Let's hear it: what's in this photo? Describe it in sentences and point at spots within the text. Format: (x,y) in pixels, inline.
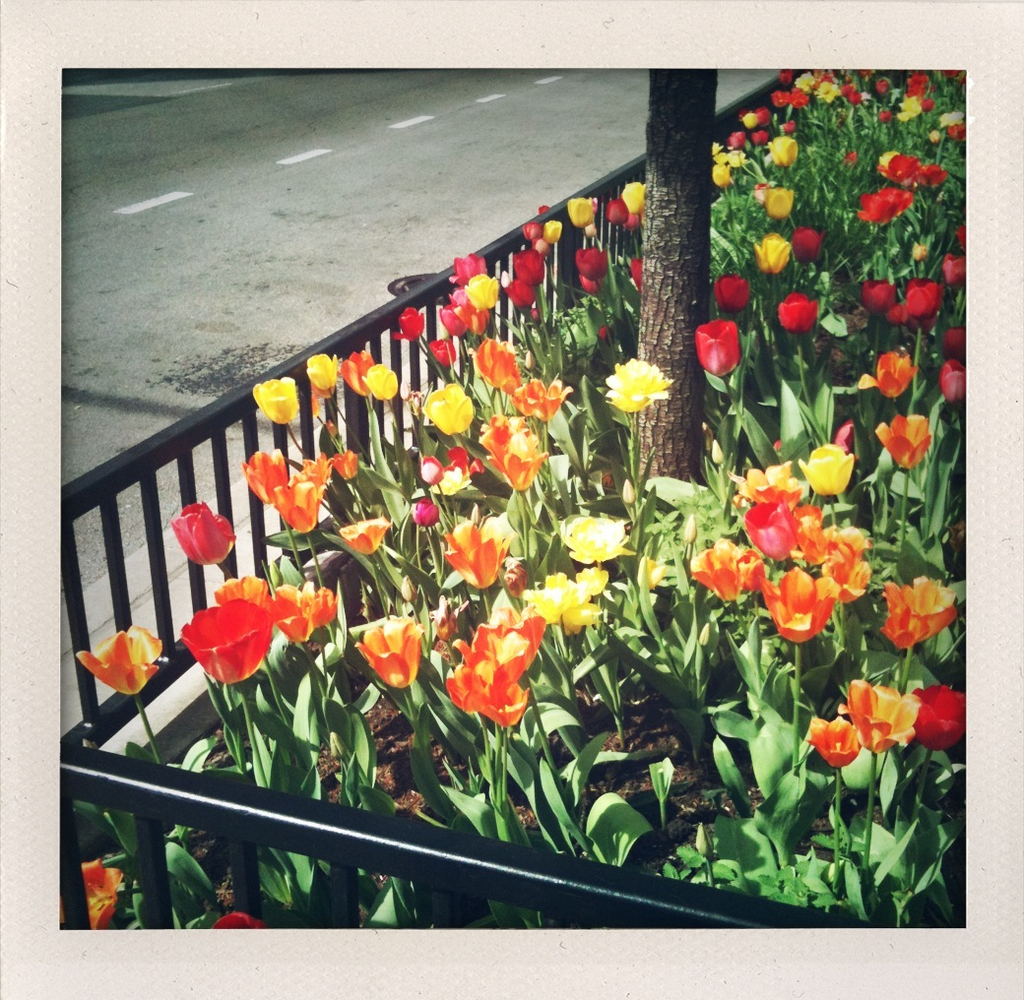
On the right side of this image (714,553) I can see some flower plants (421,703) on the ground (386,742). The flowers (214,650) are in different colors. In middle of these plants (638,436) there is a tree trunk (670,265). Around the plants (534,228) there is a black color railing (193,438). On the top of the image (325,186) I can see the road (282,192).
